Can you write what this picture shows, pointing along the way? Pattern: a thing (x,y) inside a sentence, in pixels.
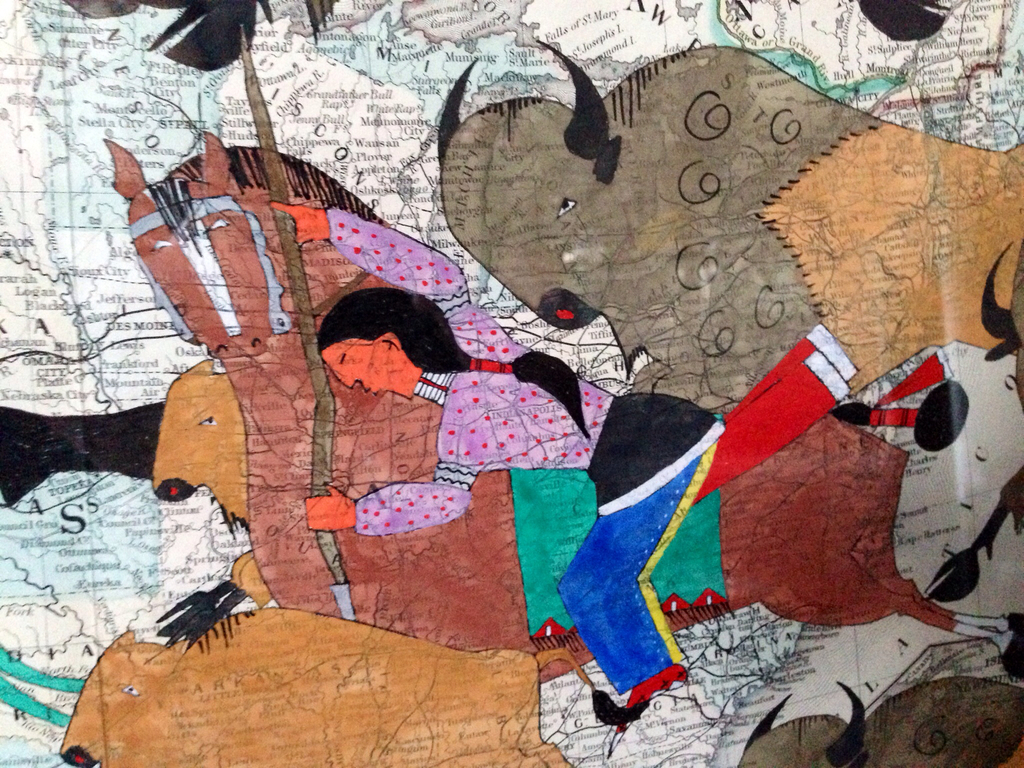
This is a painting. In this painting, there is a woman (422,298) holding a stick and sitting on a horse (196,174). Beside this horse (880,485), there are other animals (738,171). In the background (680,24), there are texts (70,550) on a map (599,18).
